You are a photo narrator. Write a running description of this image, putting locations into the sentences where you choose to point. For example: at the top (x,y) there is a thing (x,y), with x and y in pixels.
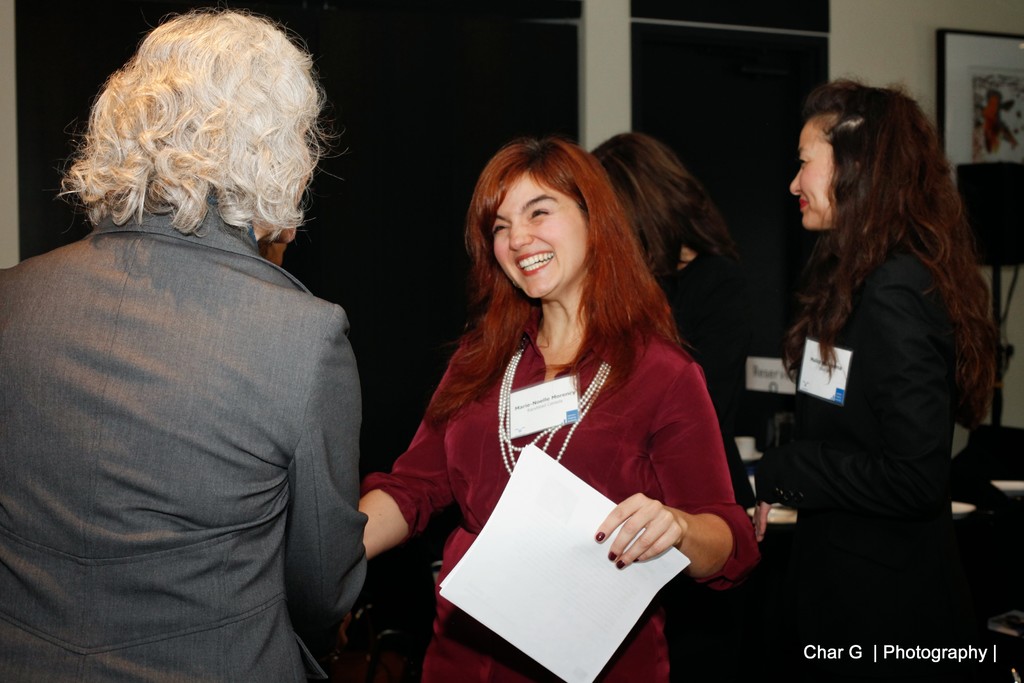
In this image we can see four persons (683,452). A lady (634,494) is holding a paper (537,569) in her hand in the image. There is a photo frame (982,94) on the wall (959,443). There are few objects (1003,222) at the right side of the image (990,227).
